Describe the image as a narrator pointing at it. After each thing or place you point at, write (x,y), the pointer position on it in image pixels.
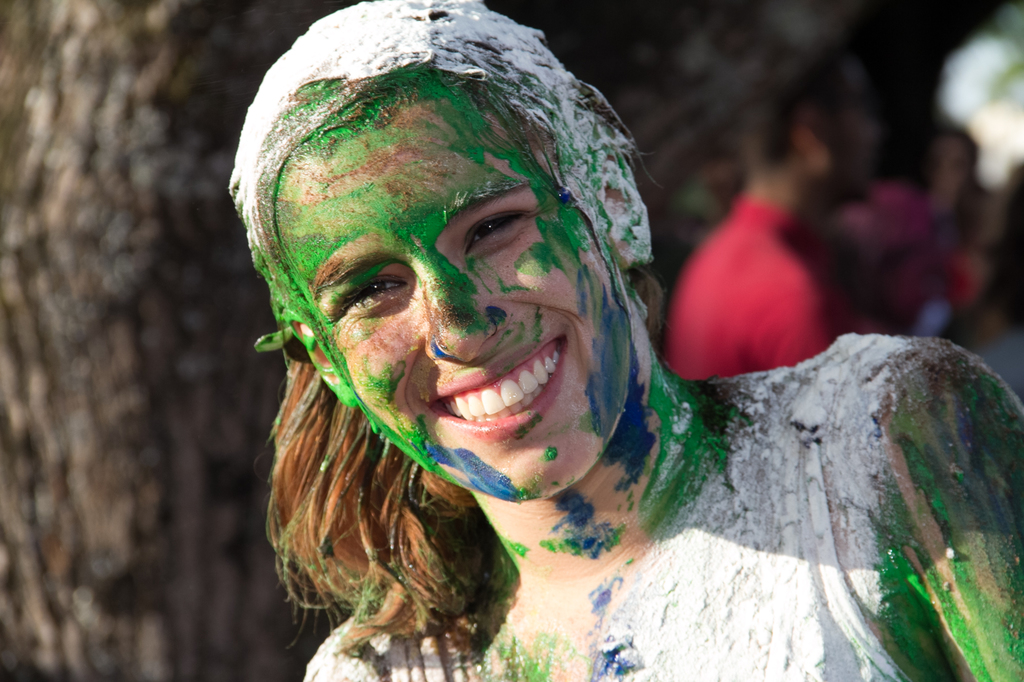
Here I can see a woman (603,509) painted some colors (351,227) on her face (484,180), smiling and giving pose for the picture. In the background (809,272), I can see some more people (809,272).
